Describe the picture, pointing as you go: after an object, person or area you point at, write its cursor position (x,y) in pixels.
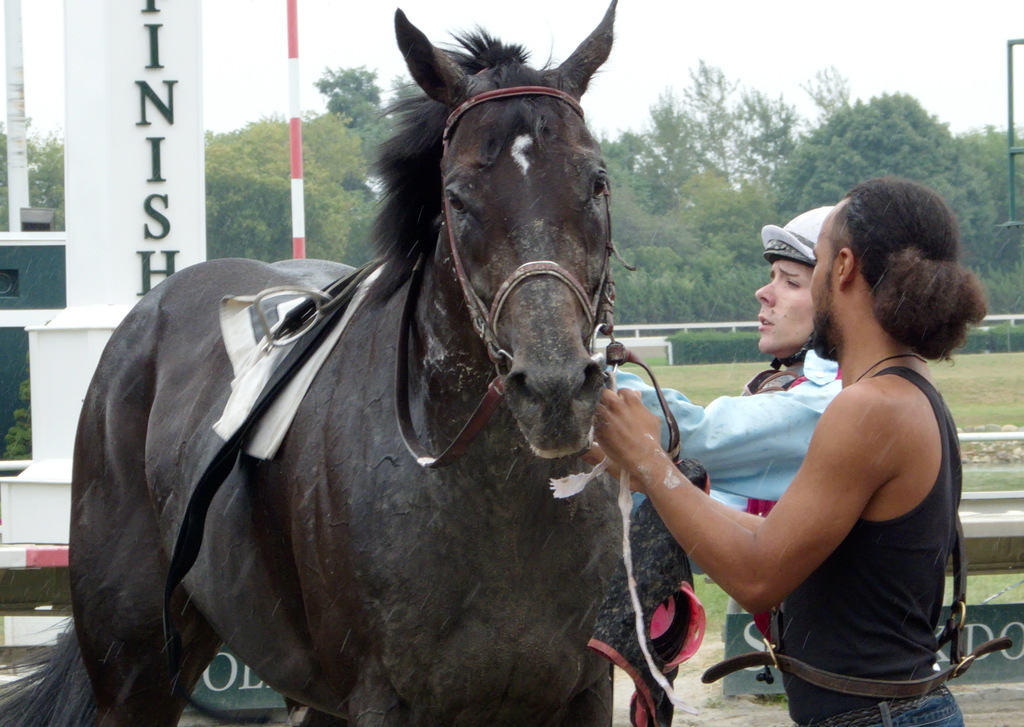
In this image, there is an outside view. There are two persons (729,458) standing and wearing clothes (838,627). There is horse (406,448) in the center of the image (418,446). There are some trees (774,174) and sky (781,82) at the top of the image (740,30).
